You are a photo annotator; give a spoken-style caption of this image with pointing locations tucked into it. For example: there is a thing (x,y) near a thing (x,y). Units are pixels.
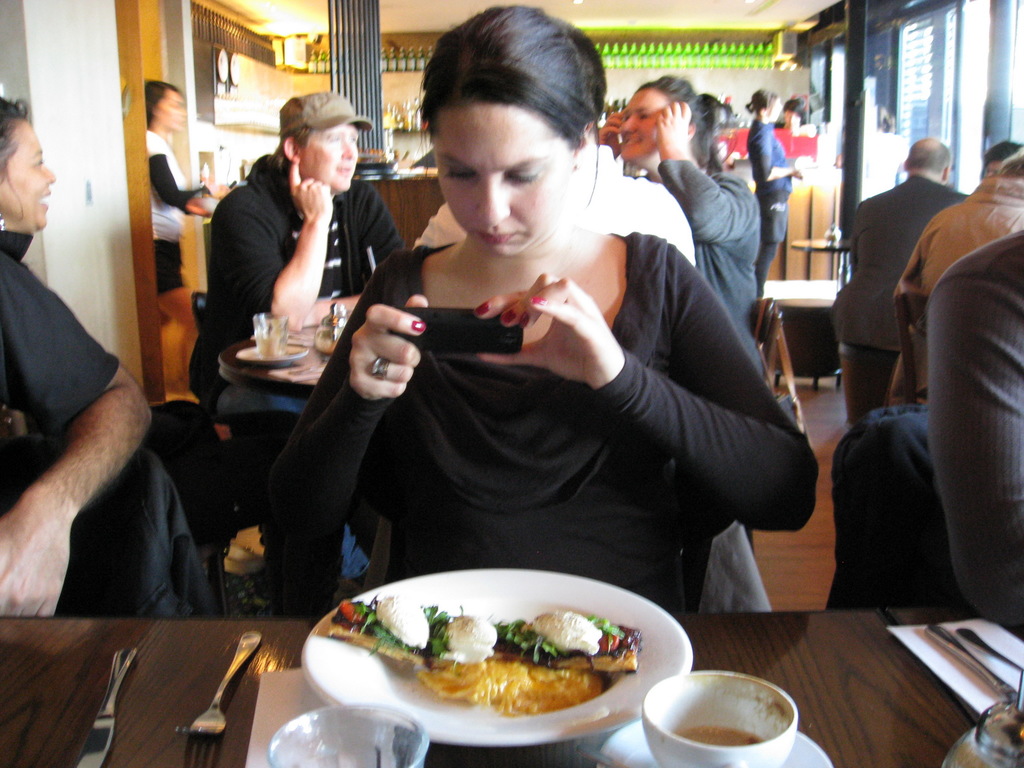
In the picture I can see a few persons (1022,323) sitting on the chairs (693,591). There is a woman (581,48) in the middle of the image (426,350) and she is capturing an image with a mobile phone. In the foreground (199,735) I can see the wooden table (733,640). I can see a plate (605,710), forks (206,723), butter knives (109,718) and bowls (702,687) are kept on the table (860,712). In the background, I can see two persons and looks like they are having a conversation.
